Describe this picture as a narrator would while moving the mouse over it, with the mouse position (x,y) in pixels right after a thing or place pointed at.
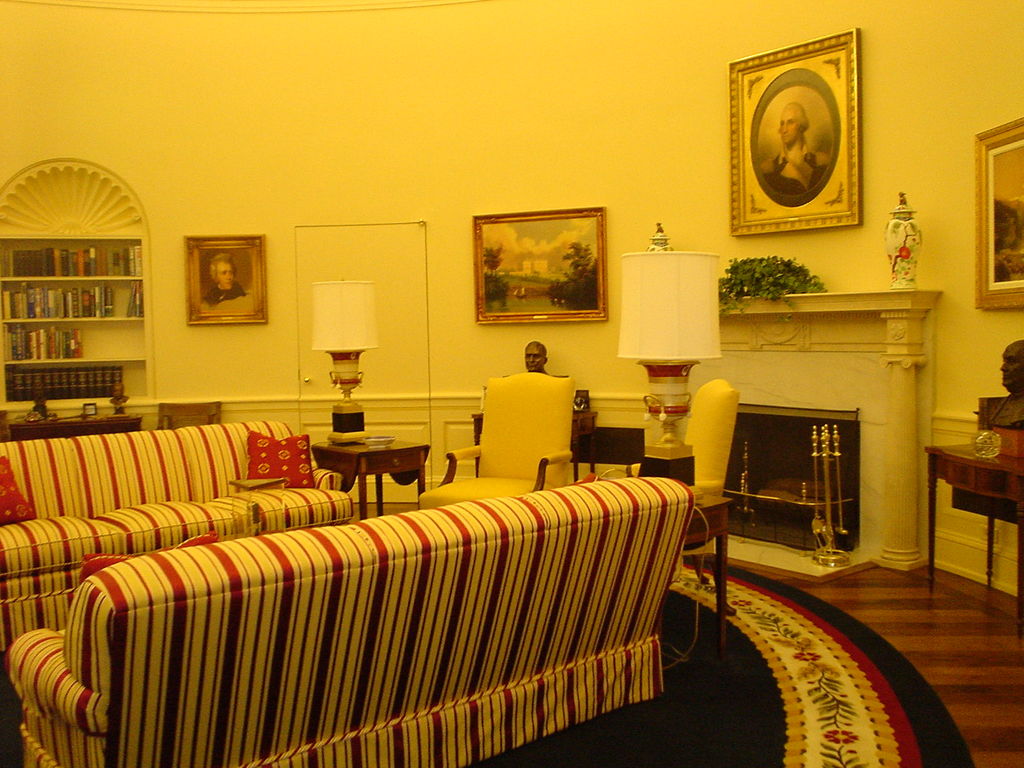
This is wall (358,178), this is photo frame (526,255), this is lamp (650,309), this is sofa (445,627), this is person (226,287) in the frame (226,287), this are books (72,303) in the shelf (29,279), this is table (370,465) and this is flower (754,280) and this is again a table (955,468).
